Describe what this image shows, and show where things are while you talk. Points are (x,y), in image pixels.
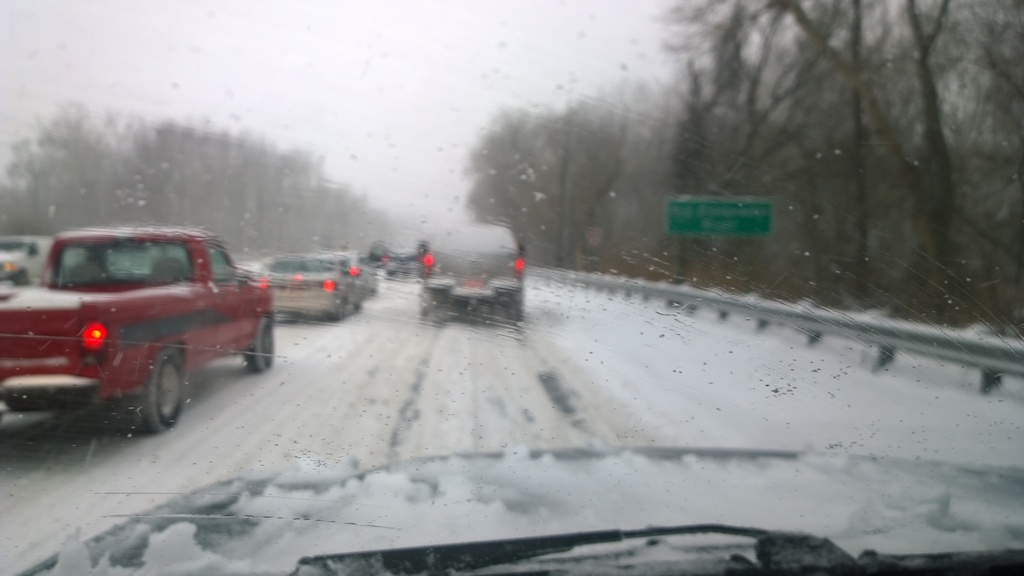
This is an image taken from inside the car (335,482). In the foreground (241,256) there is a glass (757,348) through which we can see the outside view. In the outside there are many vehicles (455,265) on the road (394,402). On the right side (789,315) there is a railing (703,292) and a board (711,228). On both sides of the road (492,385) there are many trees (302,191). At the top of the image (318,47) I can see the sky (269,48).
